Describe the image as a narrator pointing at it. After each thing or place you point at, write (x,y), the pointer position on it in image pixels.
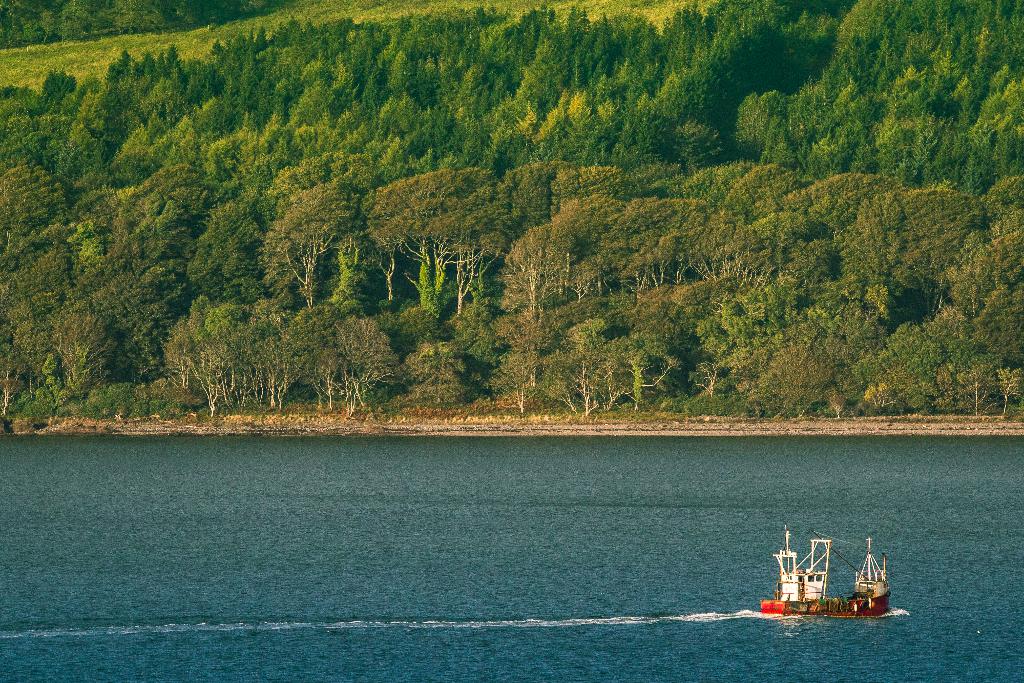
In this image I can see the boat (800,599) on the water (451,527). I can see the water (438,560) in blue color. In the background (379,196) I can see many trees (379,196).
